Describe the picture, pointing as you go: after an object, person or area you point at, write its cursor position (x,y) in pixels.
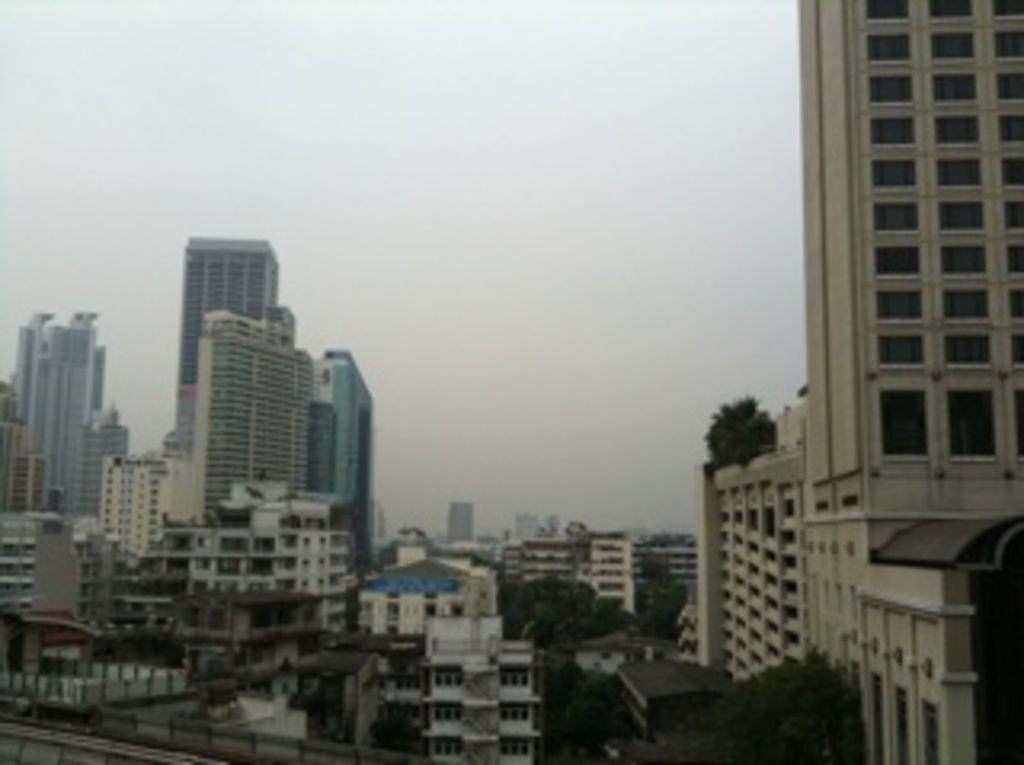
In this picture we can see few buildings (654,537) and trees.
